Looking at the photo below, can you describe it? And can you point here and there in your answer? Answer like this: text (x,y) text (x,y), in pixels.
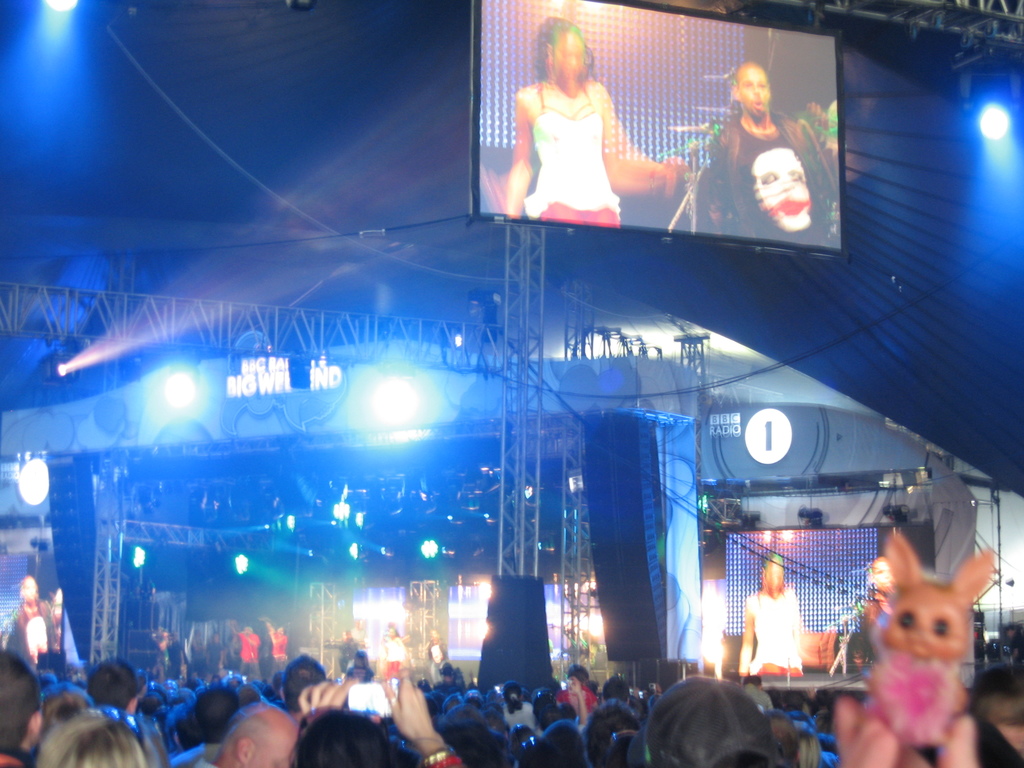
In this image at the bottom (472,722) there are a group of people (471,691), and in the center (509,484) there are some people (214,639) who are singing and we could see some screens (738,589), lights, towers (515,424). At the top (509,106) there is one television (567,159).
